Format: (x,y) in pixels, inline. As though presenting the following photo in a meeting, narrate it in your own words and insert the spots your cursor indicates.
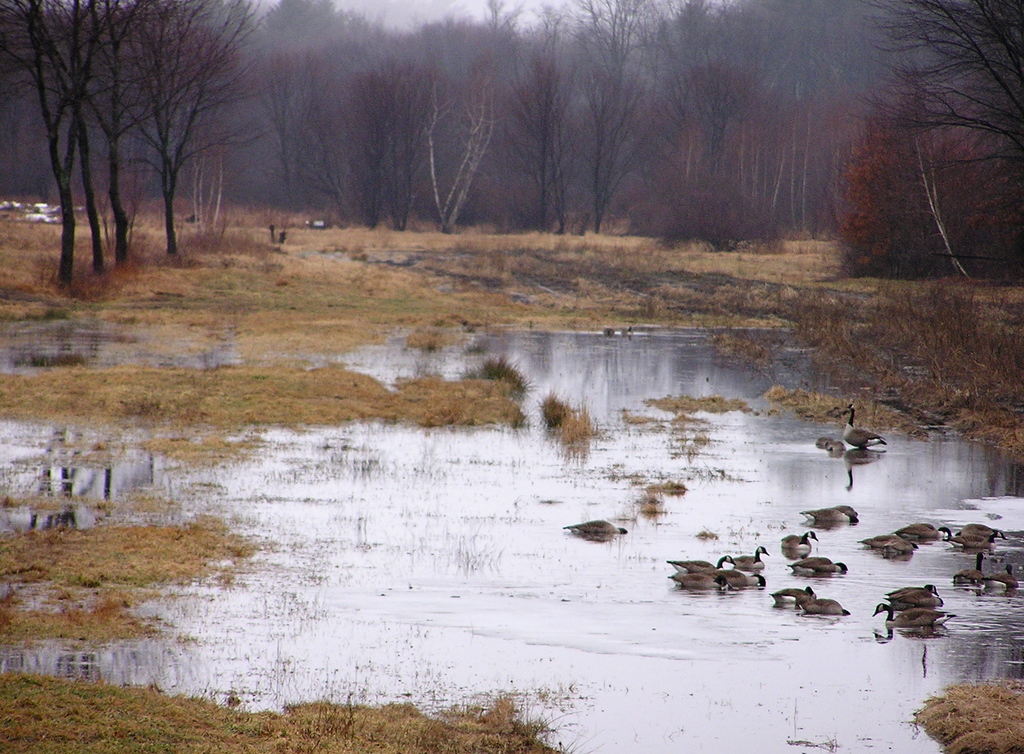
In this image we can see the birds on the surface (758,474) of the water (614,474). We can also see the grass (404,238), trees (418,152) and also the sky (473,12).
